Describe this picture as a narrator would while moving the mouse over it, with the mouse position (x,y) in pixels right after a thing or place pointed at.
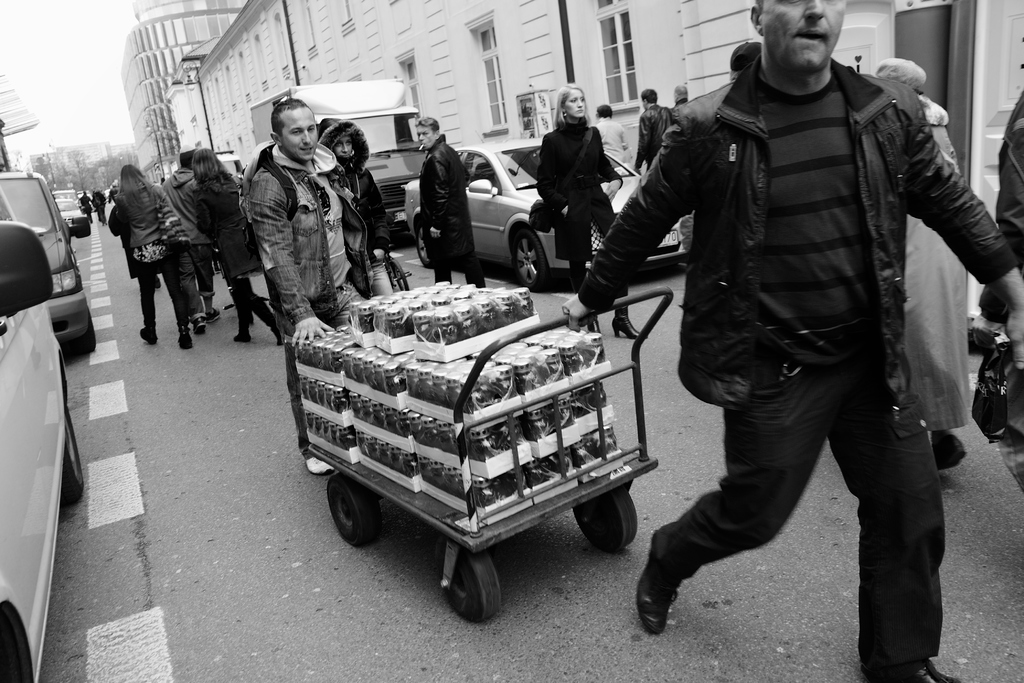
In this image there are so many vehicles (56,464) parked on the road (568,546), beside that there are so many people (890,615) walking in which two of them (694,366) are holding a trolley (496,533) with drinks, also there is a building (167,99) beside the road (199,506).
